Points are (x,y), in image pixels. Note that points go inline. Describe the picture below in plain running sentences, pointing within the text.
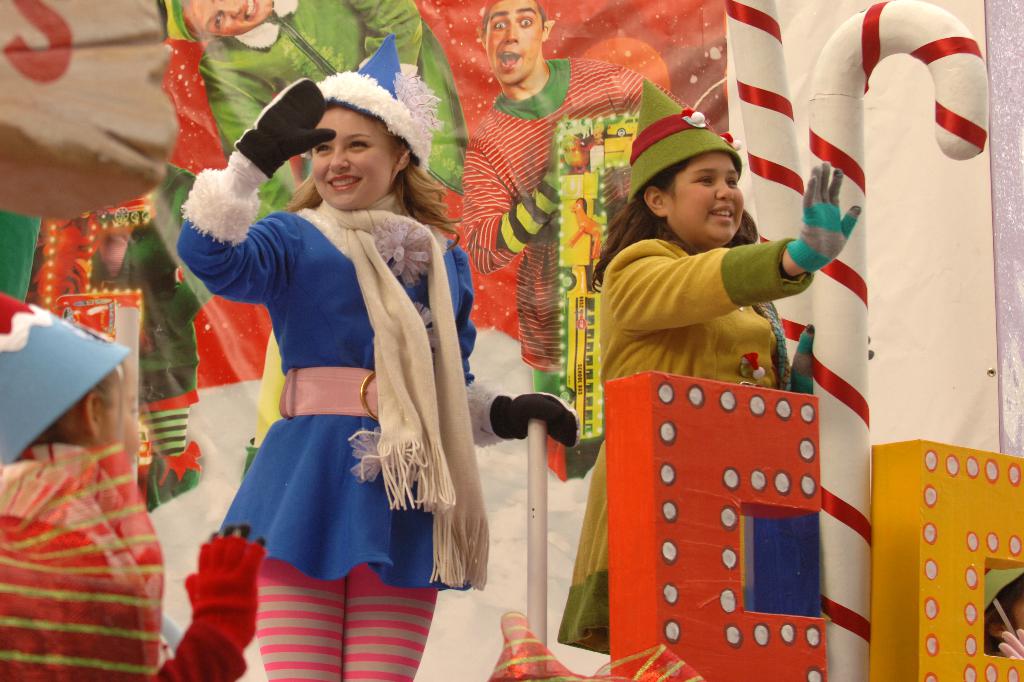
In this picture, we can see a few people (465,306), and a few are holding some objects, we can see poles (780,216), posters (461,102) with some images (446,148) on it, we can see some decorative objects (962,509).
